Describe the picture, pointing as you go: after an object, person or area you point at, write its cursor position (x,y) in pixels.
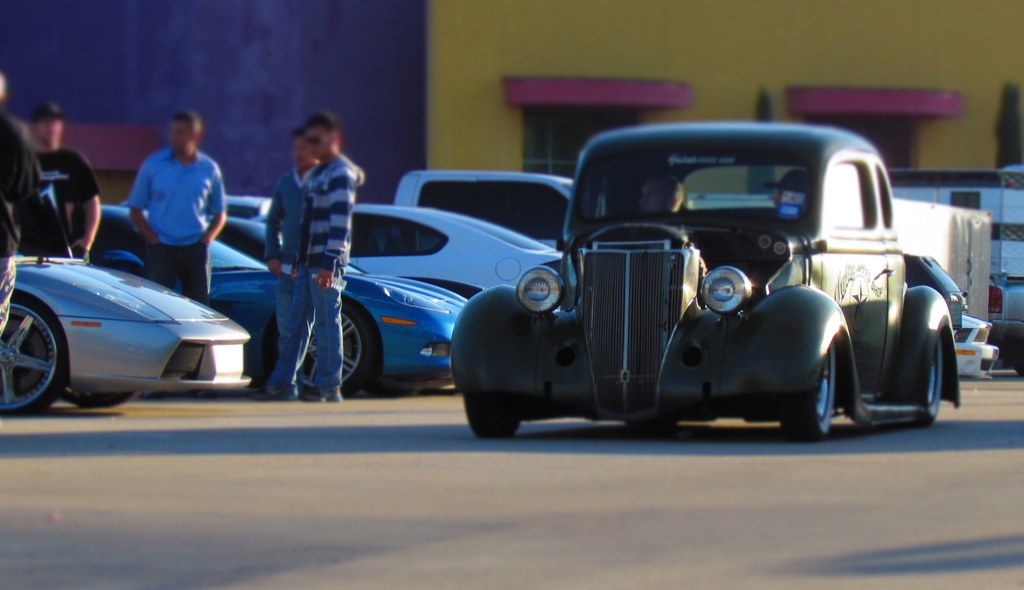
In this image we can see group of vehicles (663,322) on a surface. In the foreground (614,307) we can see two persons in the car (889,253). Behind the vehicles (926,226) we can see few buildings (745,80). On the left side (317,288), we can see few persons (215,213).
